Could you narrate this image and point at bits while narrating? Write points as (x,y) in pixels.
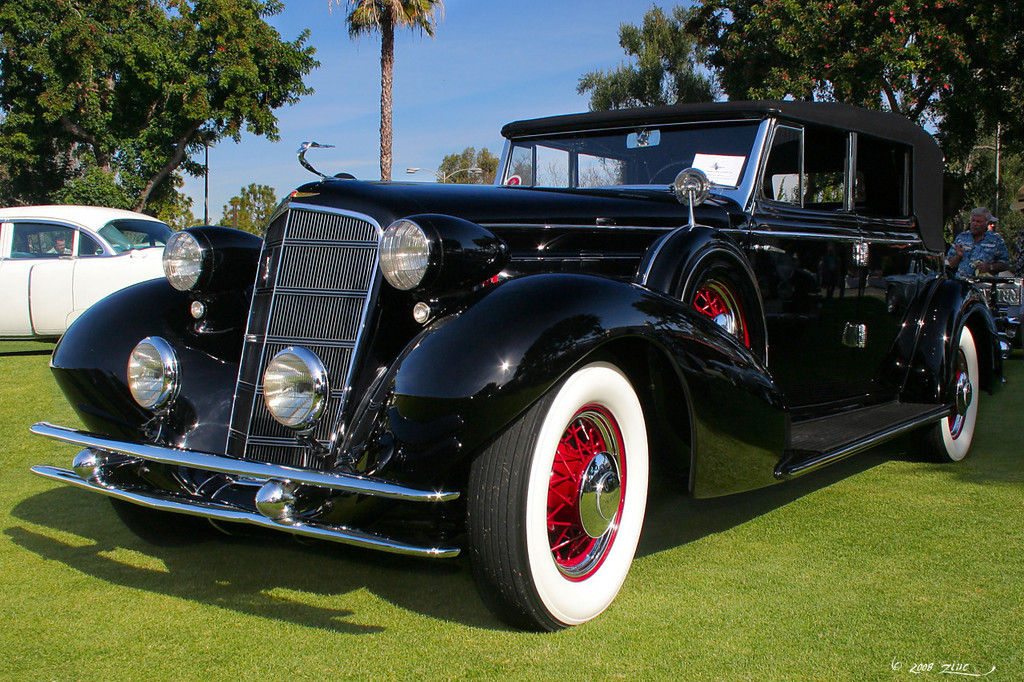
In this image we can see many trees (159,80). There is a grassy land (0,504) in the image. There are three cars (718,373) in the image. There are two persons (974,250) in the image. There is clear and blue sky (520,70) in the image.
